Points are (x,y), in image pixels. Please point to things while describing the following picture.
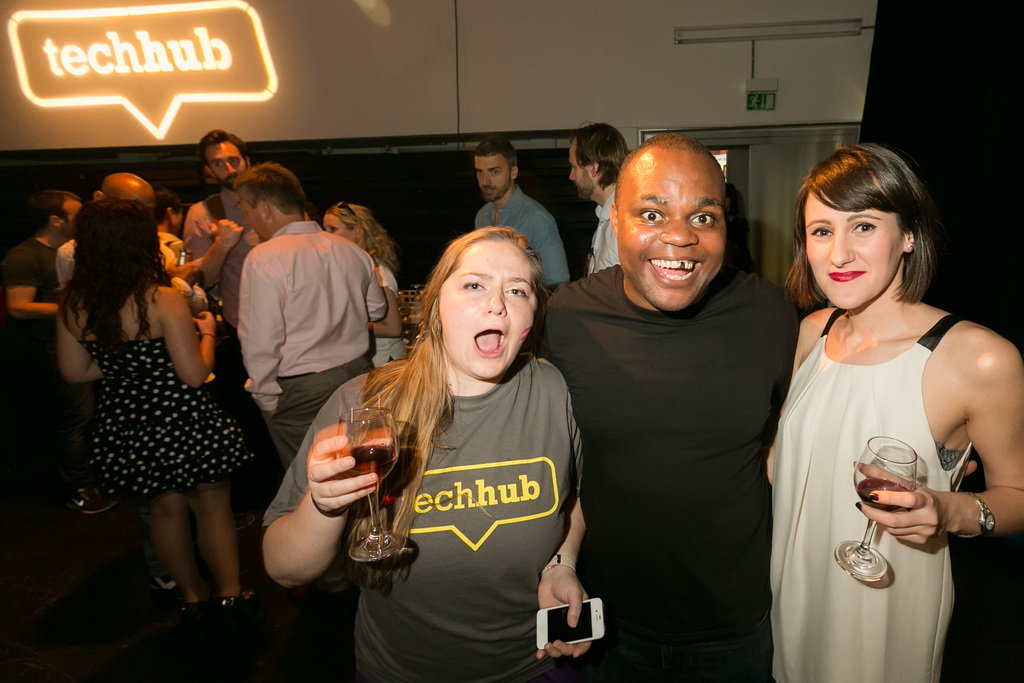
In this picture I can see there are few people (388,399) standing and there is a man (682,360) and two women (809,357) standing here they are holding wine glass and a smart phone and in the backdrop (521,220) there are few other men (215,230) and women (183,324) standing, the men (325,290) are wearing shirts (302,312) and pants (278,411), the women (170,413) are wearing dresses (181,406). I can see there is a wall (284,36) in the backdrop (500,32) with some lights (104,18).
